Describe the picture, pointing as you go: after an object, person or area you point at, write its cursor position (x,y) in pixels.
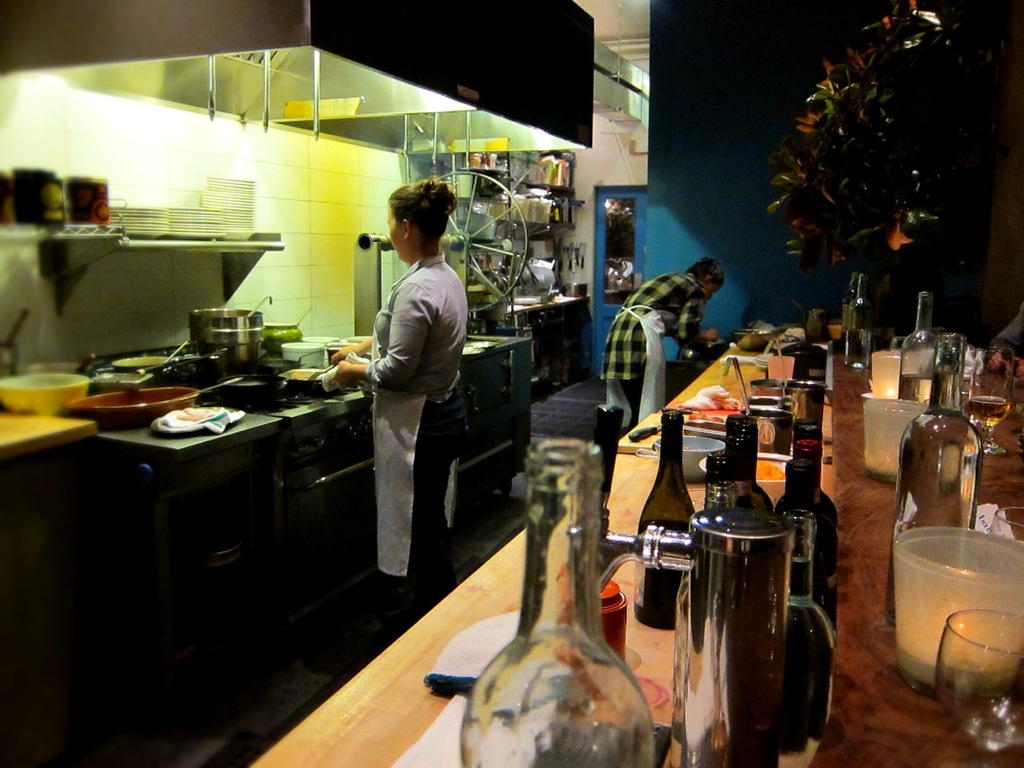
On the left side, there is a woman (445,464) and a person (619,320) working in a kitchen (230,358). On the right side (729,438), there are bottles (935,497) and other objects (874,399) arranged on a table (866,736). In the background (52,212), there are lights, there are plates (115,215) and other objects (481,193) arranged on the shelves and there is a white wall (266,160).
